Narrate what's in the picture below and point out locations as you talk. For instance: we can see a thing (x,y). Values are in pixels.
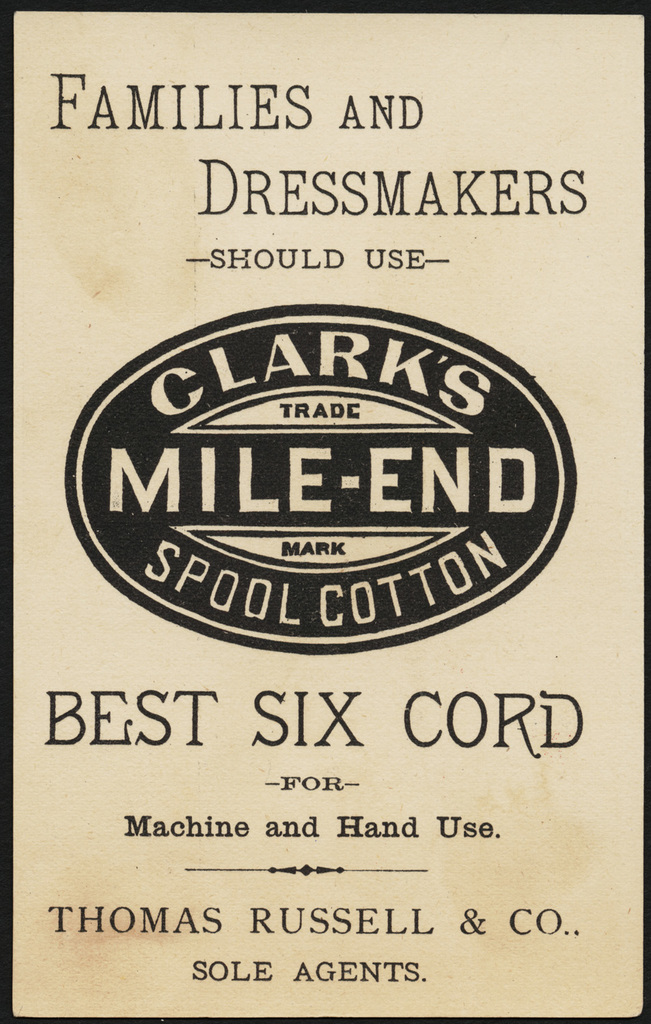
This image consists of a poster (431,413) in which there is a text (237,975) in black color. And we can see a border line (601,1018) in black color.
